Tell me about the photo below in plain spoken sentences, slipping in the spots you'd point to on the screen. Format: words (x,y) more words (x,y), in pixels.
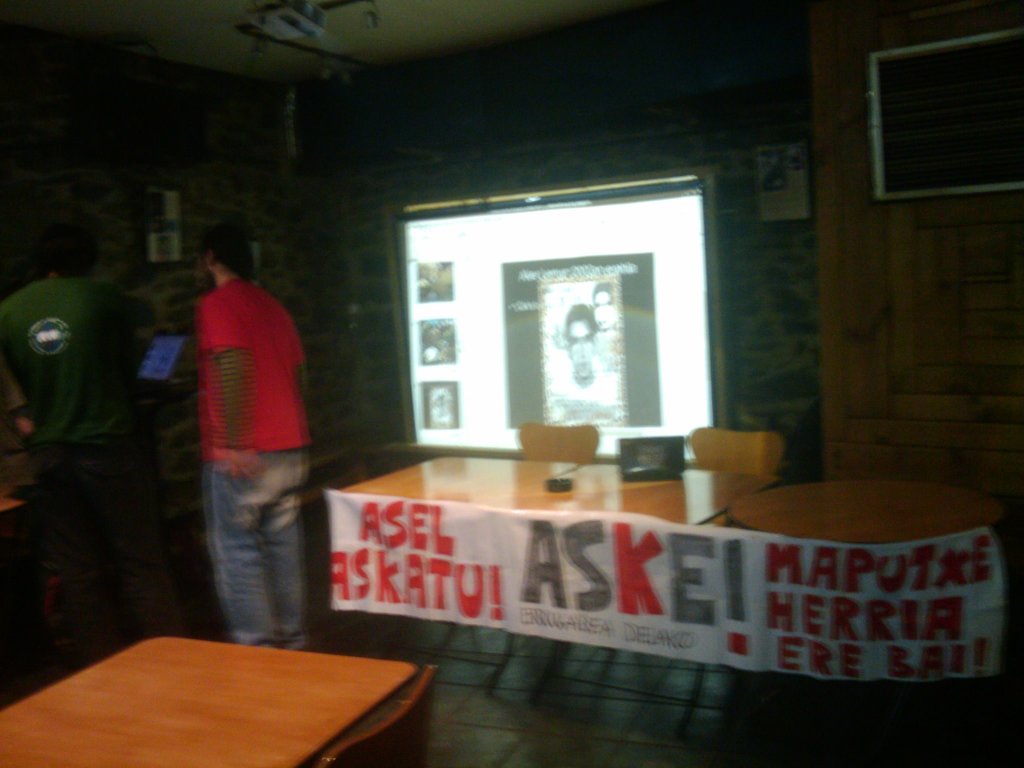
In this picture we can see a screen (617,288) on the background (666,269). Here we can see chairs (732,443) and table (416,496) and on the table (598,500) we can see a mike (551,484). We can see a man (283,413) wearing red shirt (264,371) standing near to the table (492,497). This is a floor (501,717).
